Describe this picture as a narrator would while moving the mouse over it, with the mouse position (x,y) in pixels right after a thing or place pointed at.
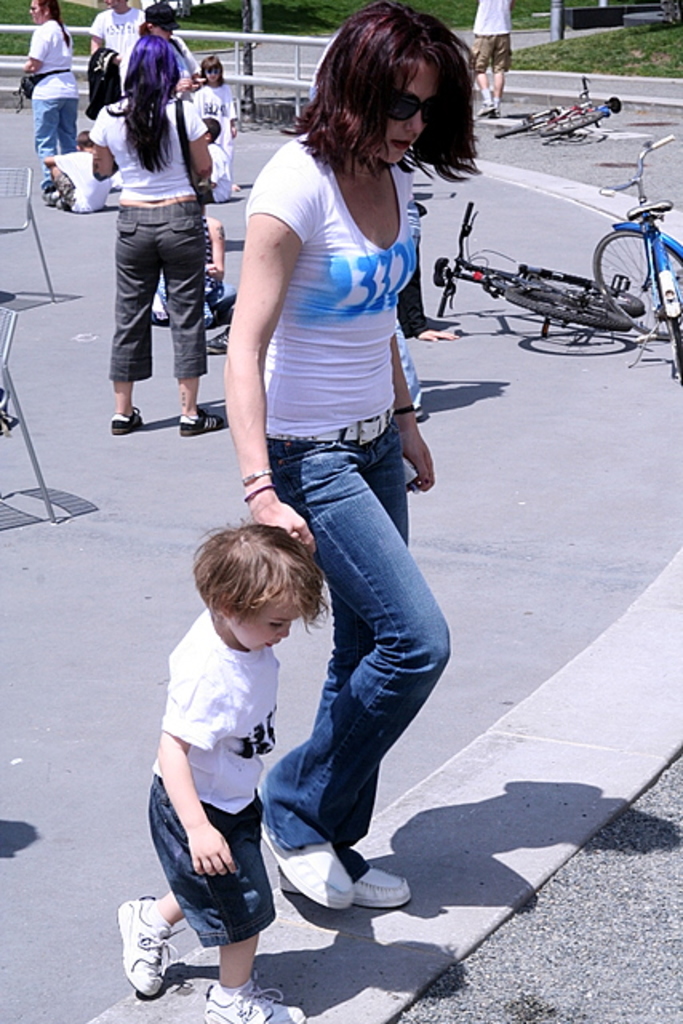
In the foreground of this picture (301,639), there is a woman (389,560) and a boy (201,829) are walking. In the background (136,121), there are persons (146,121) standing and sitting on the ground (544,206) and also there are bicycles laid down on the surface (542,243). There are two chairs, railing (266,38) and the grass (642,38) in the background (532,60).
